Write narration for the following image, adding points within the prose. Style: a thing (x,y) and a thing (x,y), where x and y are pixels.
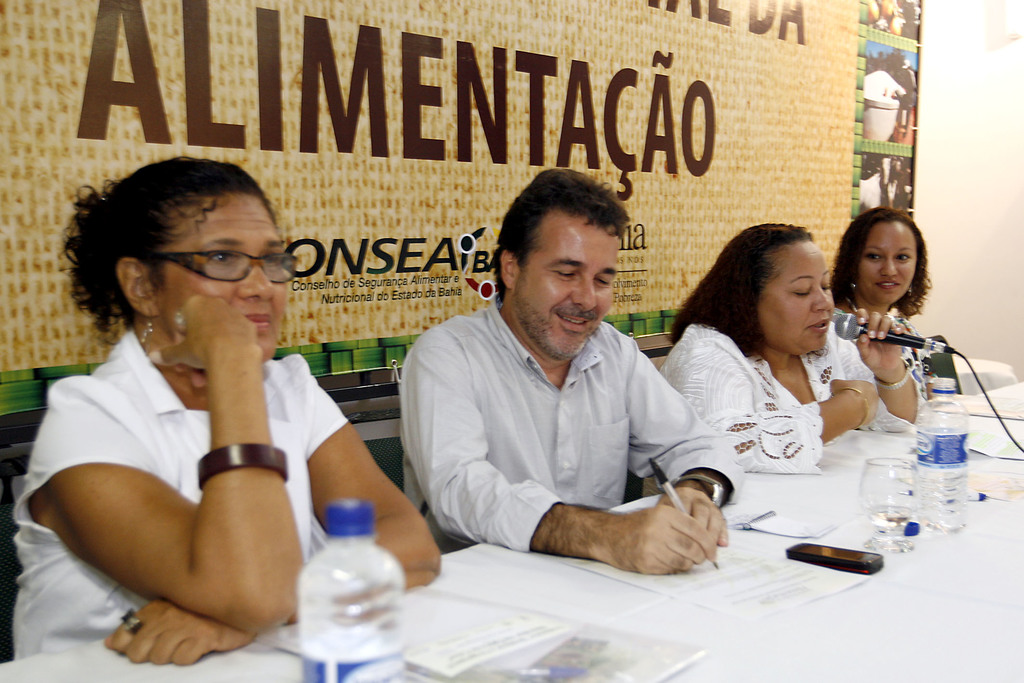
In this image there is a table (735,654). There is a mike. There is a phone (816,563) on the table (848,542). There are papers (805,576), bottles (920,517) and a glass (875,539) on the table (915,574). There are chairs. There are people (677,520) sitting. There is a wall (987,316). There is a board (893,8) with text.
